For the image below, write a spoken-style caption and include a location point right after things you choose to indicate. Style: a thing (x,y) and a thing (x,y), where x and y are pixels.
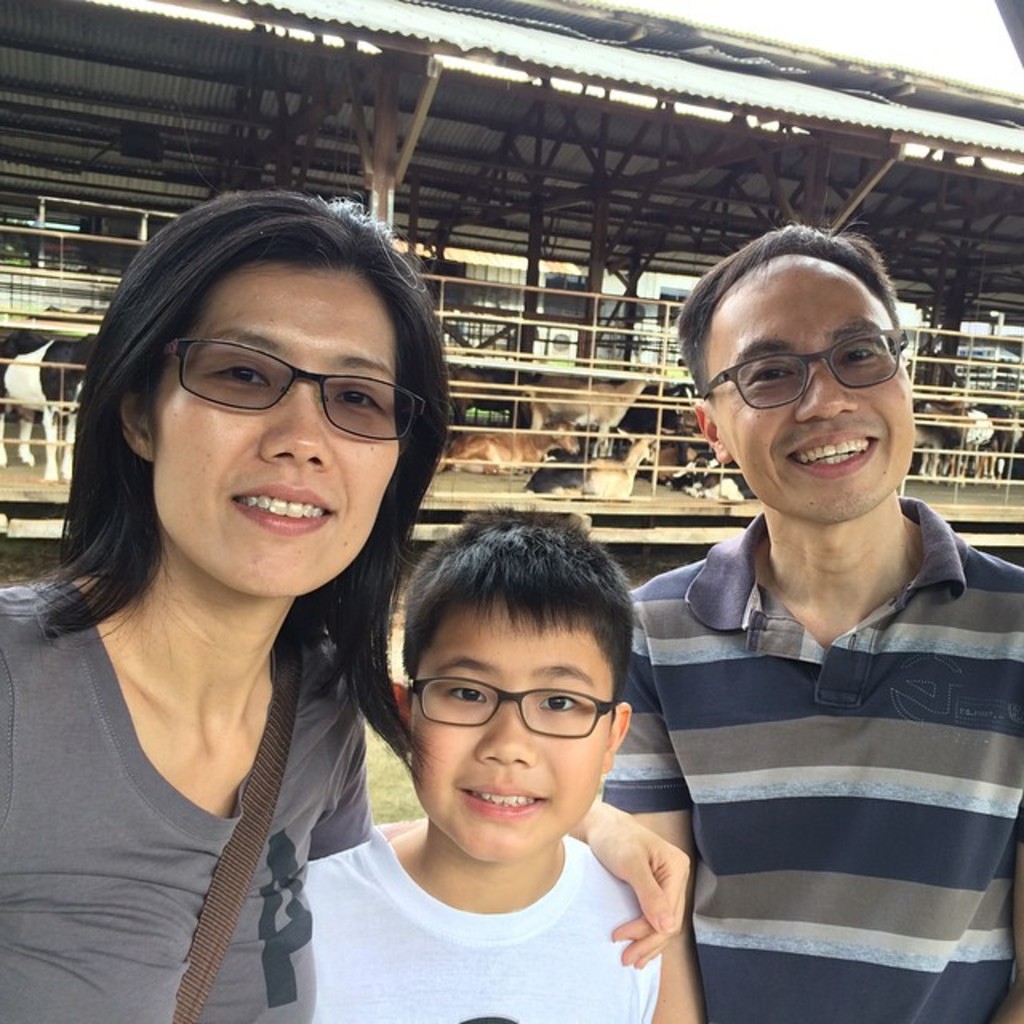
These three people (599,911) wore spectacles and smiling. Under this open shed (734,162) there are animals (994,417).
